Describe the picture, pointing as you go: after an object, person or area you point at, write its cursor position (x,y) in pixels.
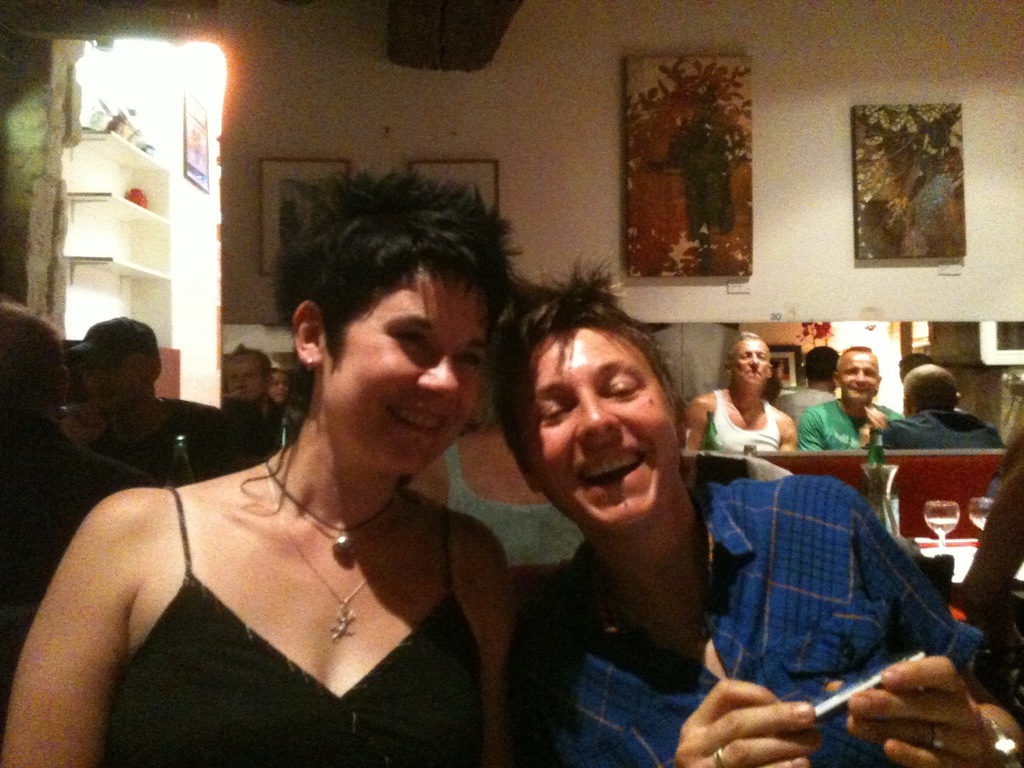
In the center of the image (554,408), we can see two persons (556,405) smiling and in the background (121,391), there are some other persons (132,382) and there are frames (877,166) placed on the wall (879,81).
